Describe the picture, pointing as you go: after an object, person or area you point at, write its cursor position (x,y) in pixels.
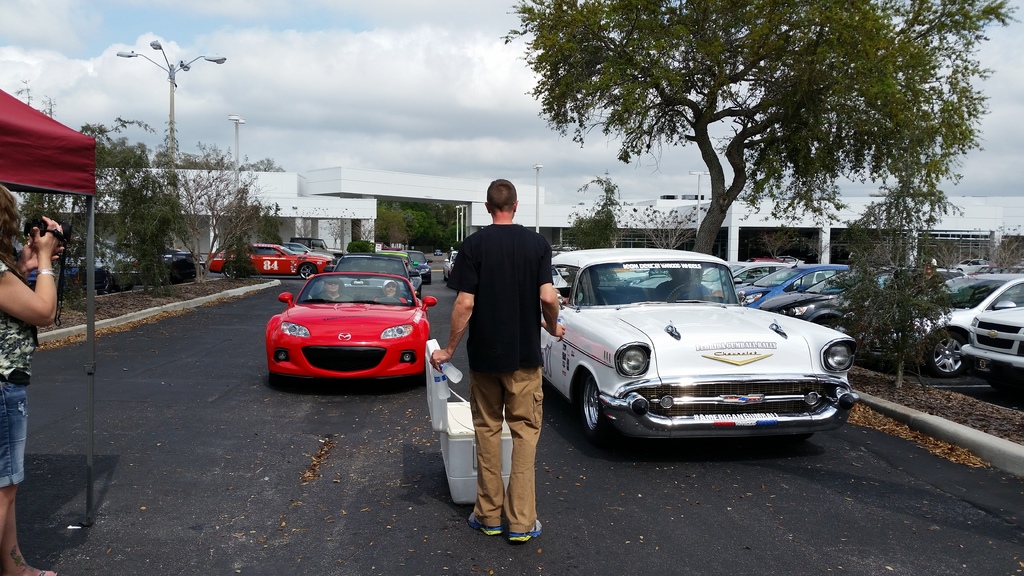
In front of the image there is a person (491,366) holding the water bottle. In front of him there is some object (448,437). There are cars (366,354) on the road (432,441). On the left side of the image (17,320) there is a person (38,327) standing by holding the camera (31,225). Beside her there is a tent (23,167). In the background of the image (236,213) there are trees (250,197), buildings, light poles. At the top of the image (372,116) there are clouds (323,105) in the sky (323,105). At the bottom of the image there are dried leaves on the surface (309,462).
